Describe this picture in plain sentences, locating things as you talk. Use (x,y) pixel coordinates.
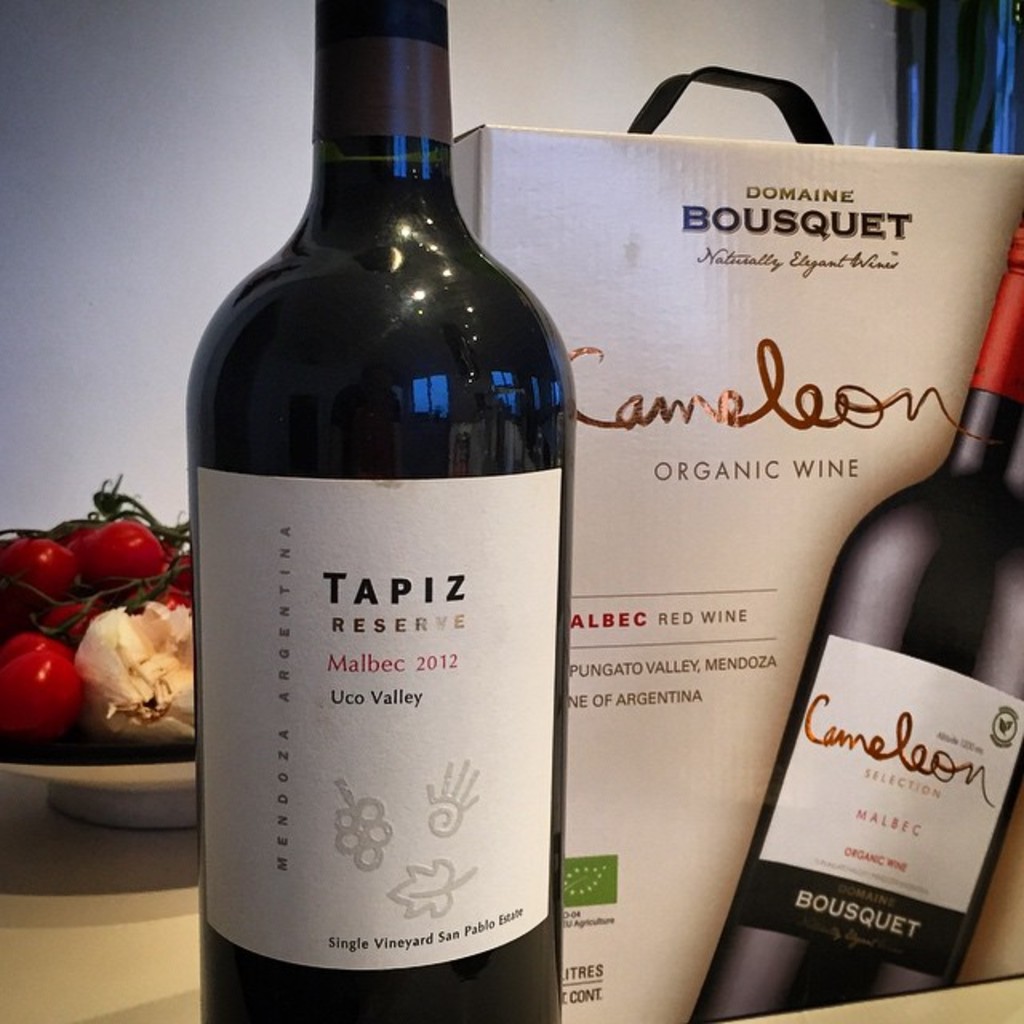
In this image we can see a bottle (284,413), box (755,528) and a plate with some vegetables (98,710) on the table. In the background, we can see the wall (732,23).
